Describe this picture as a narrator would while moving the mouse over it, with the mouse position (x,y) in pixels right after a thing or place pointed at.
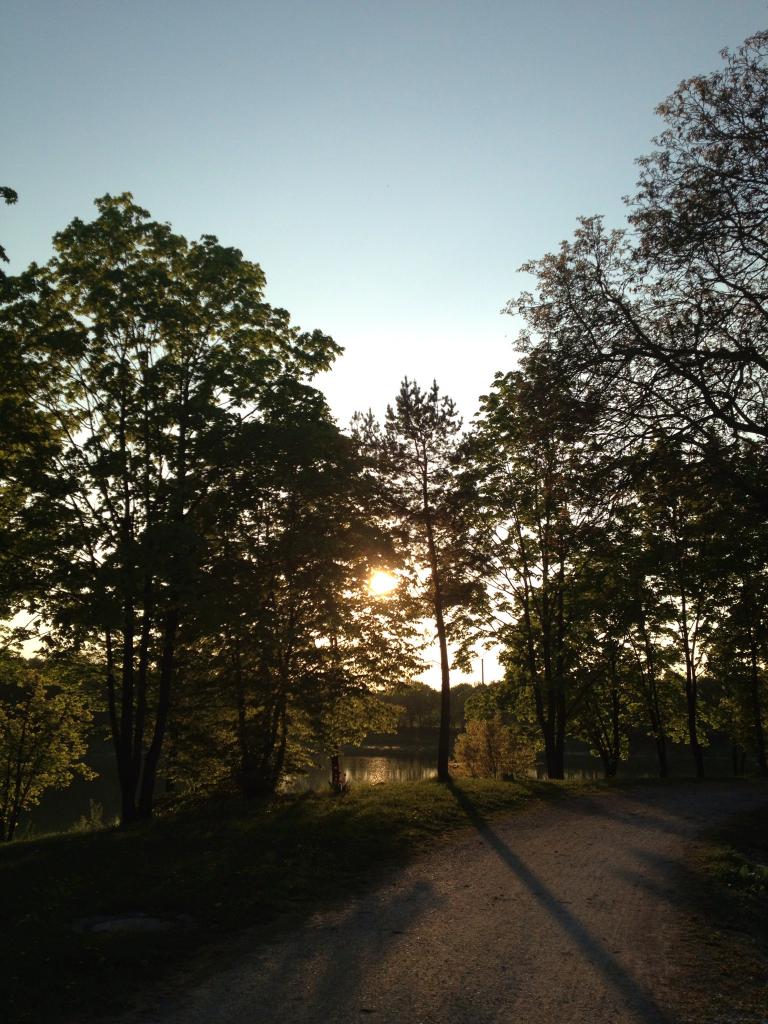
In the foreground of this image (512,888), there is road (549,805) and trees (439,527). In the background (436,280), there is sky (399,234) and the sun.
